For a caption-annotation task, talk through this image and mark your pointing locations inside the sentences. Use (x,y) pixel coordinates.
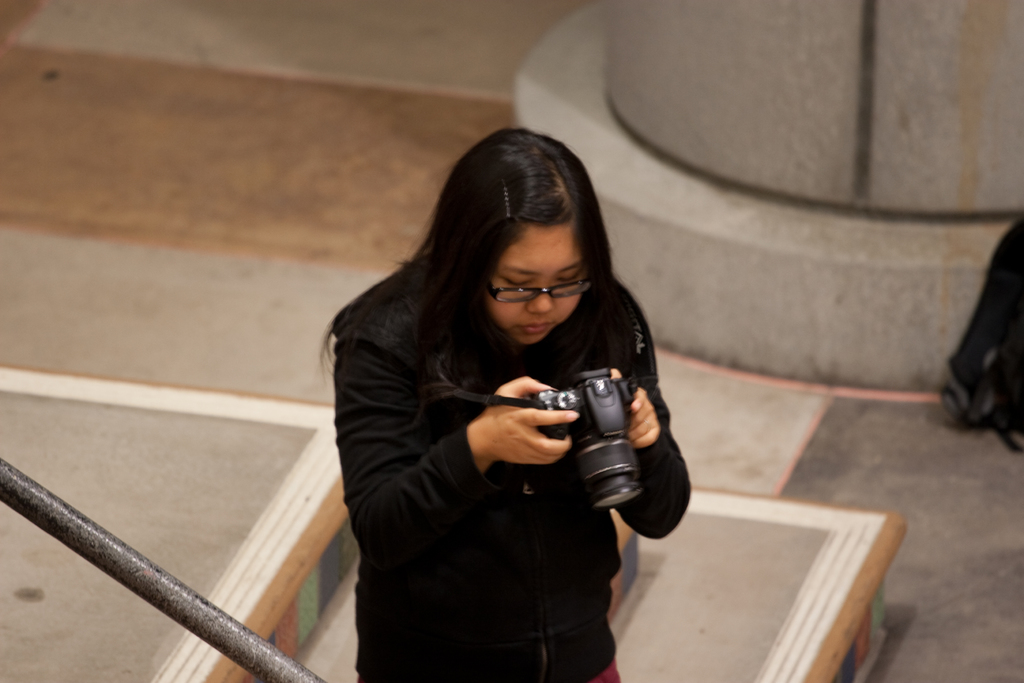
In this image we can see a person (589,540) standing and holding a camera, there is a pole (181,610) and a bag (956,401) on the ground (157,558), also we can see some objects (910,322).
